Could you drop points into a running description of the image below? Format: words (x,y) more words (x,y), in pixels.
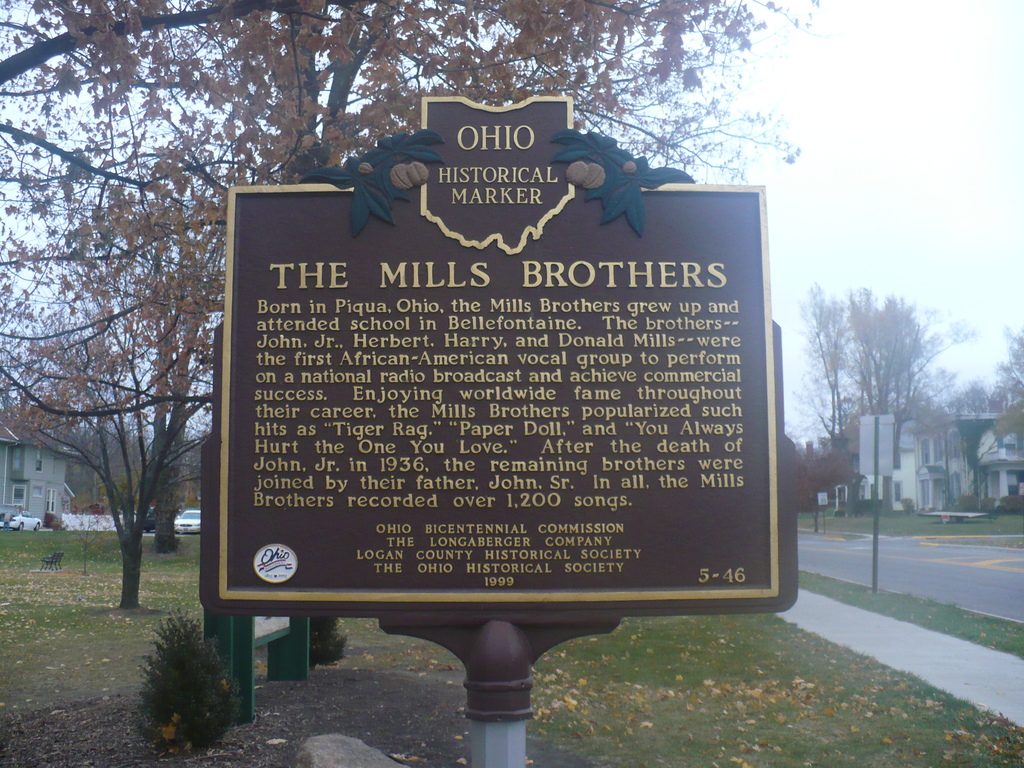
In the picture we can see a board (493,422) on which we can see some edited text (527,279), here we can see plants (177,712), grass (954,708) and dry leaves (864,702), we can see vehicles (18,526) parked, here we can see trees (76,388), houses (41,473), road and the sky (978,10) the background (985,68).
